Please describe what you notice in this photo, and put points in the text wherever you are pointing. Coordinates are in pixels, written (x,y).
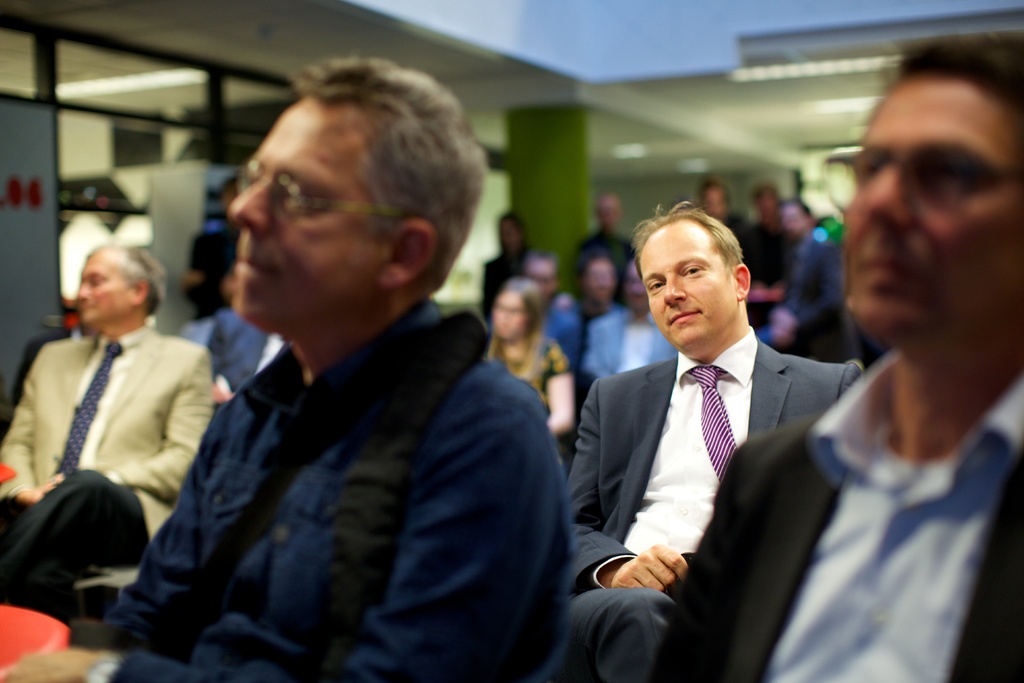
In this image, I can see a group of people (586,416) sitting and a group of people (787,247) standing. In the background (553,165), I can see the glass windows (135,157) and a pillar (541,144).
